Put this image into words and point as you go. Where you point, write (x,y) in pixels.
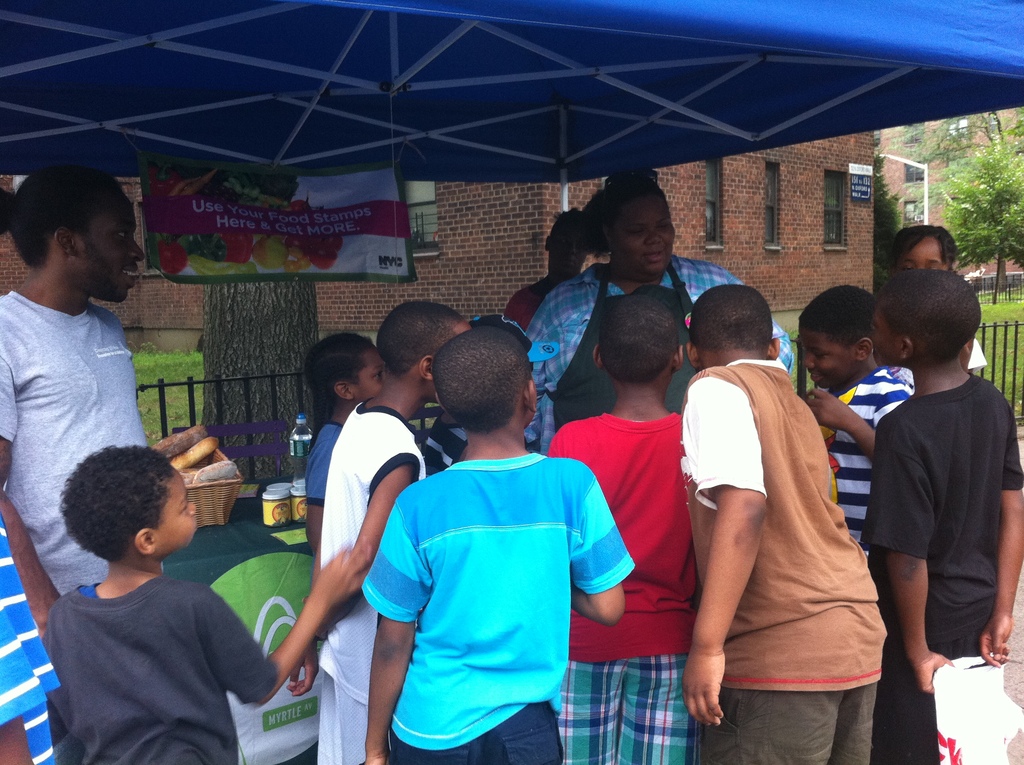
In the foreground of this picture (543,642), there are boys (638,561) standing and surrounding a woman (579,296). In the background (267,519), there is a man (66,311) standing, a table (272,556) on which baskets (205,499), containers (287,499) and bottles (296,437) on it. We can also see a banner (311,232) to the shed (332,155), trees (258,351), buildings (475,213), railing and the grass (1017,306) in the background (1016,286).
